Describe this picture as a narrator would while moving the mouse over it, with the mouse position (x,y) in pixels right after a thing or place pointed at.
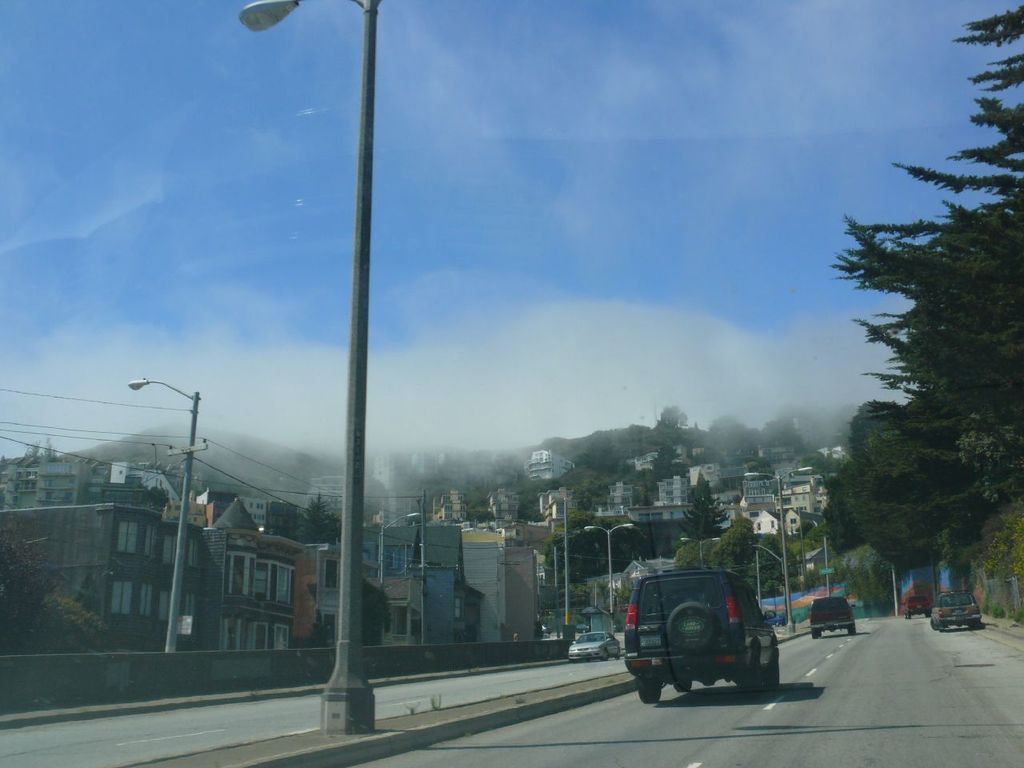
In this image we can see group of vehicles (847,618) moving on the road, a group of light poles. In the background (549,587), we can see a group of trees (583,550), buildings (391,546) and cloudy sky (657,286).
